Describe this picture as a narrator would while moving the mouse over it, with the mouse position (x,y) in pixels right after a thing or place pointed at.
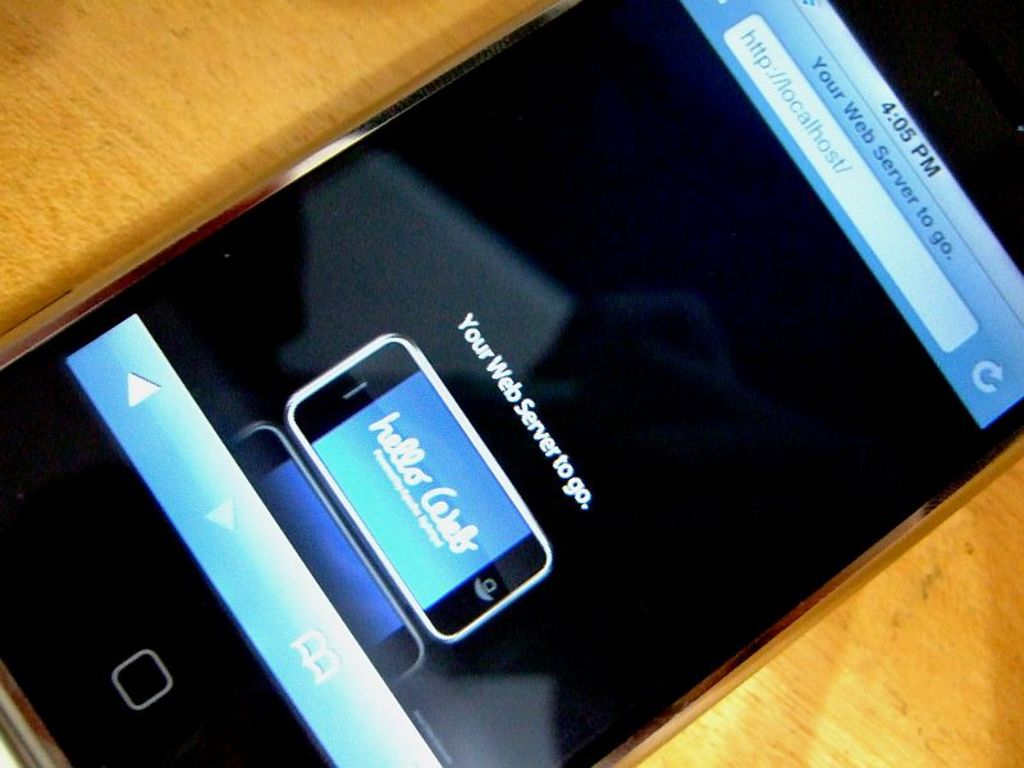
In this picture we can see a phone (401,134) on a wooden surface (392,26).
